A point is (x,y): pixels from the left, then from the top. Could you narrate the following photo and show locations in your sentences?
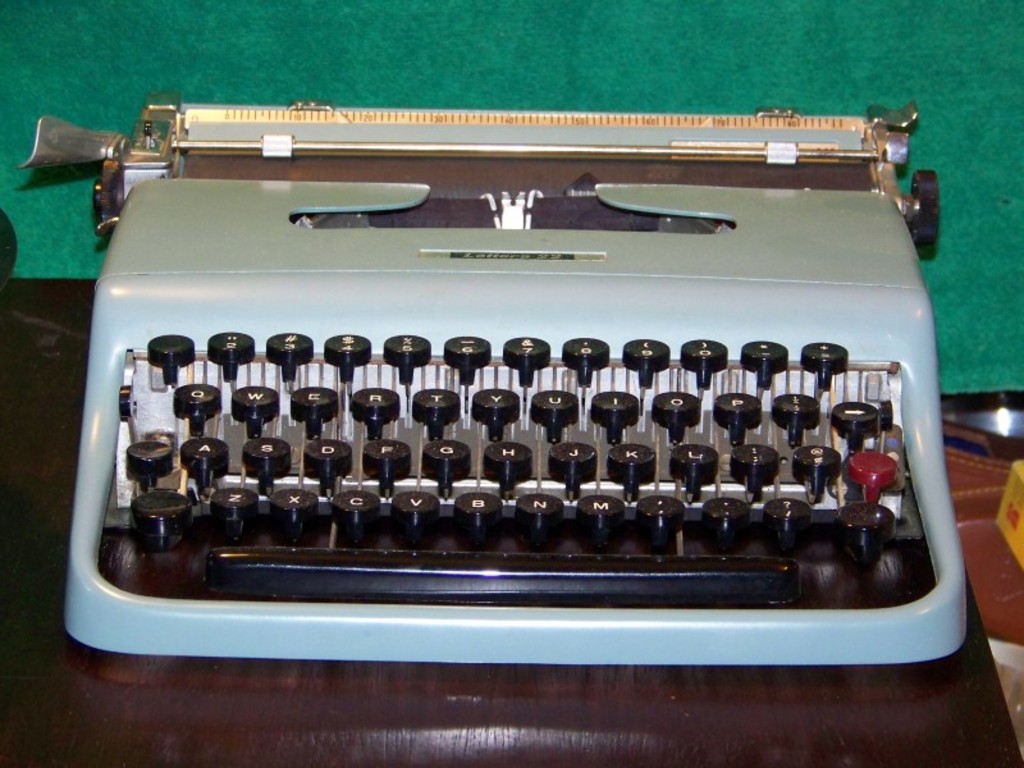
In this picture I can observe a typewriter (493,374). I can observe black color keys (422,401). This typewriter (226,413) is placed on the brown color table (244,706). The background (54,71) is in green color.
